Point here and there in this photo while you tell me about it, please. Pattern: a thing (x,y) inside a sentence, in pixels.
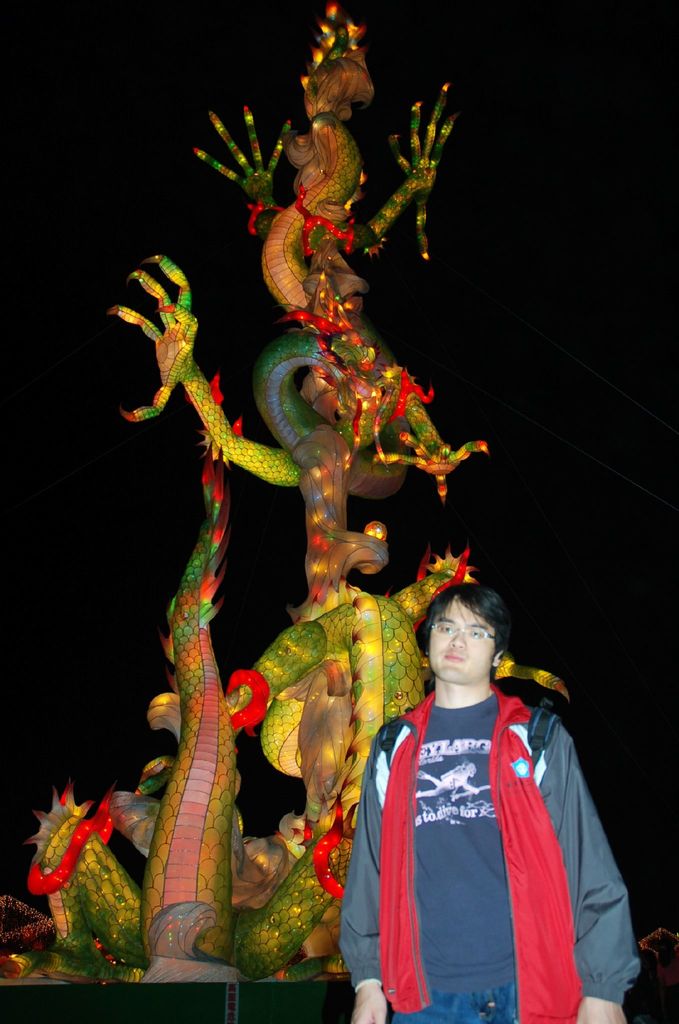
In this picture we can see a man (497,730), he wore spectacles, behind to him we can see few lights (320,573) and a dragon statue (331,680).
